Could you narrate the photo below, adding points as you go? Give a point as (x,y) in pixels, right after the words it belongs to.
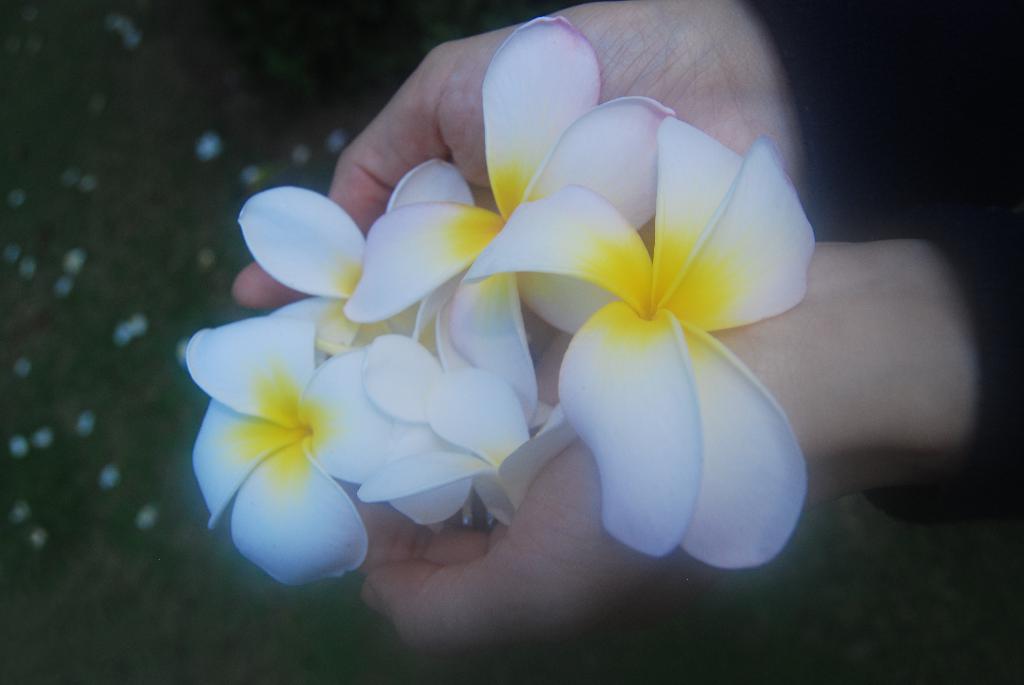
There is a person (808,154) in black color dress (917,130), holding flowers (685,270) which are in white and yellow color combination. In the background (332,172), there are other objects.
